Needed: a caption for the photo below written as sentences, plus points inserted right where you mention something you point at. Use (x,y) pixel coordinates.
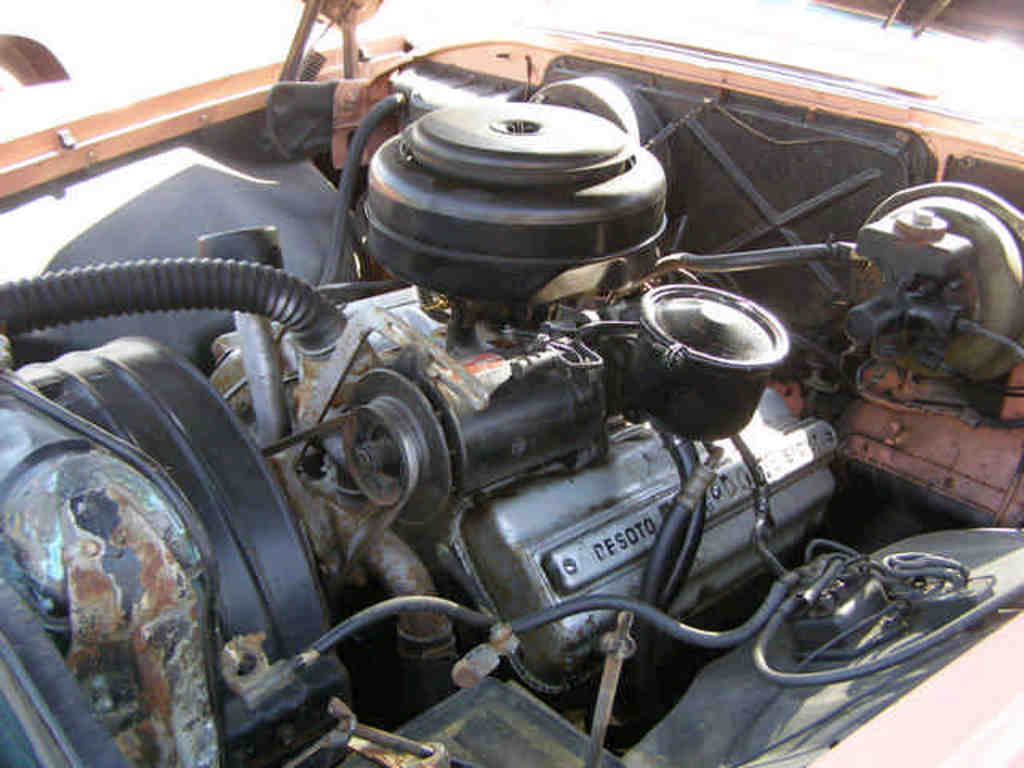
This picture contains an engine (656,230) of the car (842,416). In this picture, we see some inner parts (349,297) of the car (600,288). In the background (369,23), it is white in color. It might be a sunny day.
